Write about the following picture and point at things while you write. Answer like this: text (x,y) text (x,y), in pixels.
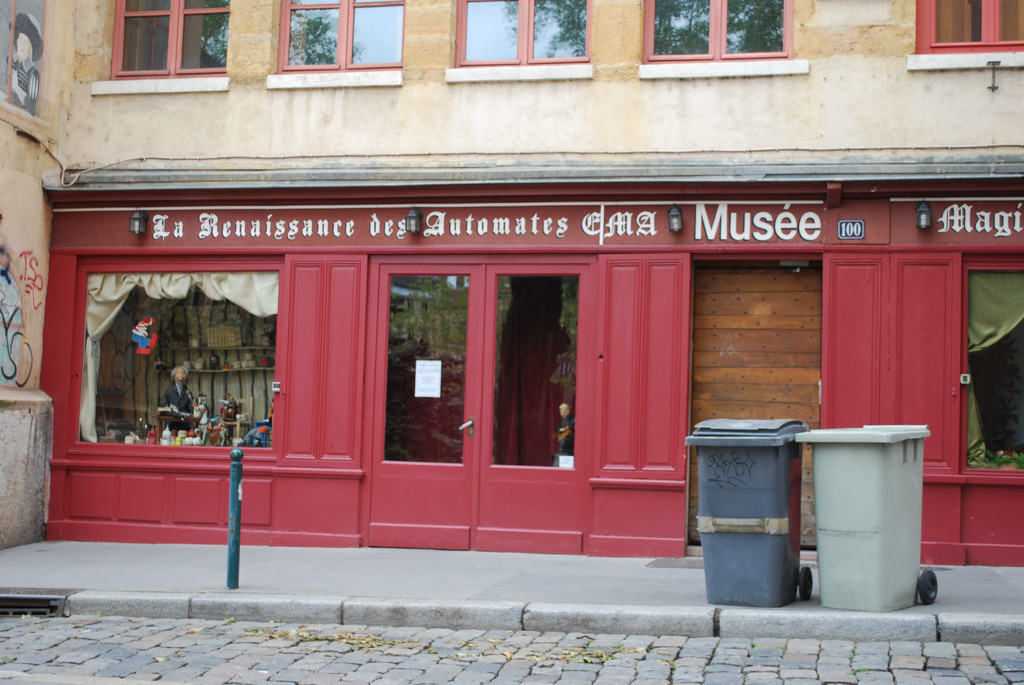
In this image, we can see the wall (249,70) with some glass windows (300,19) and doors (493,309). We can also see a store (153,315). We can see some cloth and some shelves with objects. We can also see some text (28,266). We can see a pole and the ground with some objects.
